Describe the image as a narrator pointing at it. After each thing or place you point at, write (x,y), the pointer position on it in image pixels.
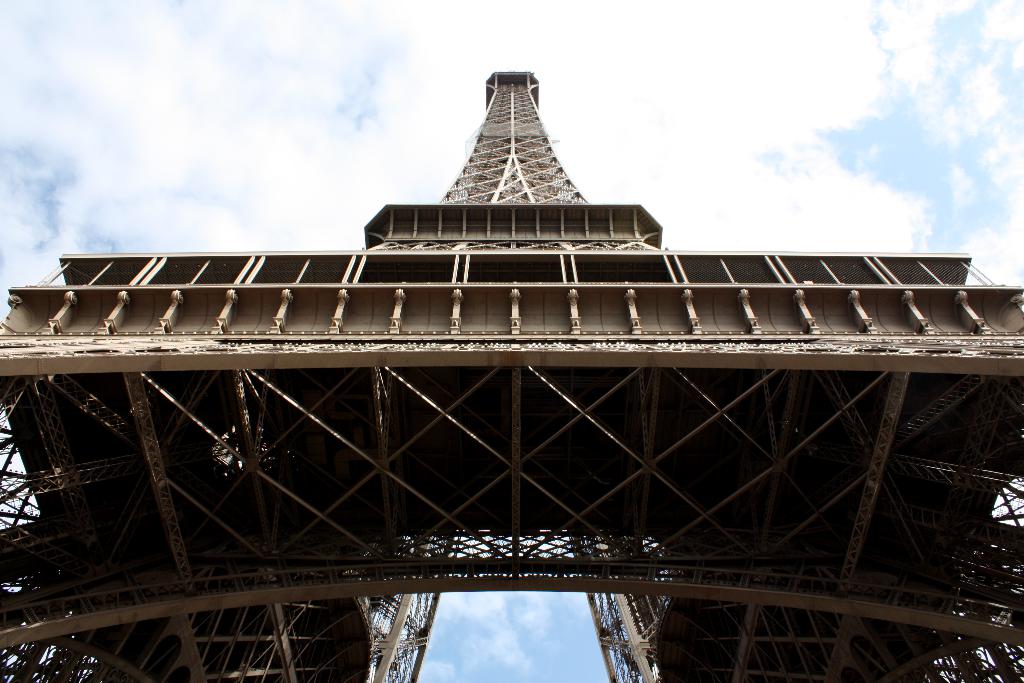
In this image there is the Eiffel tower (375,444), at the top of the image (410,107) there are clouds (377,206) in the sky (607,167).
